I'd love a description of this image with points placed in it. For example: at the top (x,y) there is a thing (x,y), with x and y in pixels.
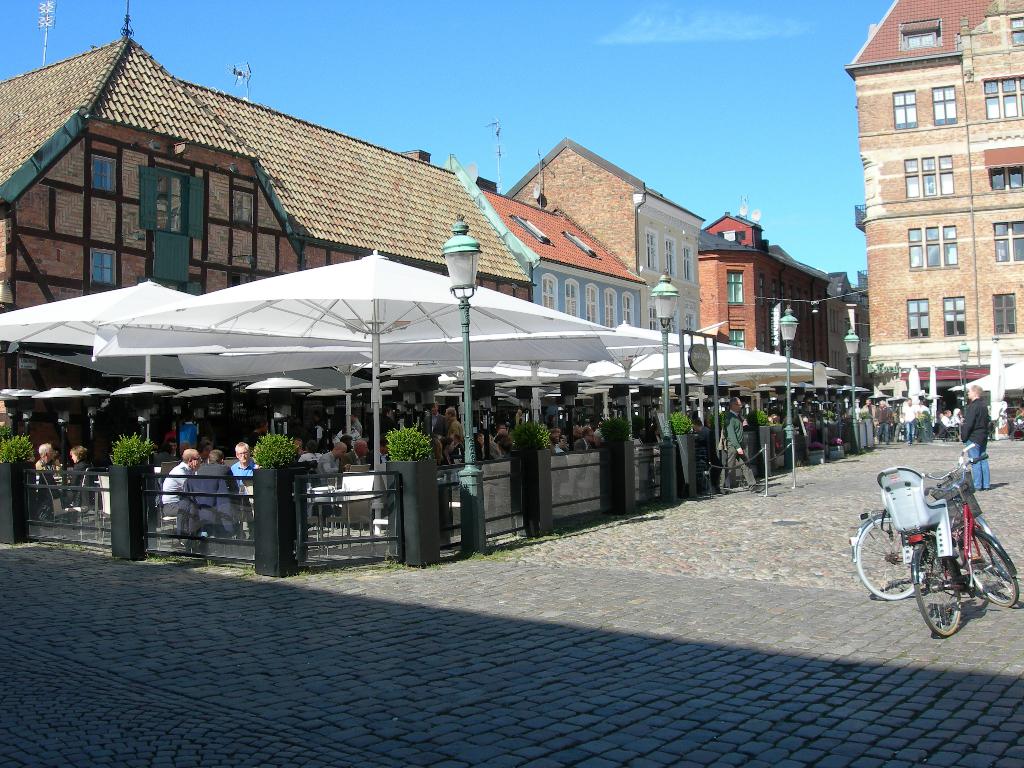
In this image I can see the ground (668,684), few bicycles (895,592) on the ground (951,452), few persons (964,437) standing on the ground (909,460), few plants (517,430), the railing (61,469), few poles (466,258), few white colored umbrellas (486,334) and number of persons (328,465) sitting on benches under the umbrellas (644,356). In the background (359,235) I can see few buildings (359,221), few antennas (742,211) on the buildings (403,197) and the sky (648,79).
